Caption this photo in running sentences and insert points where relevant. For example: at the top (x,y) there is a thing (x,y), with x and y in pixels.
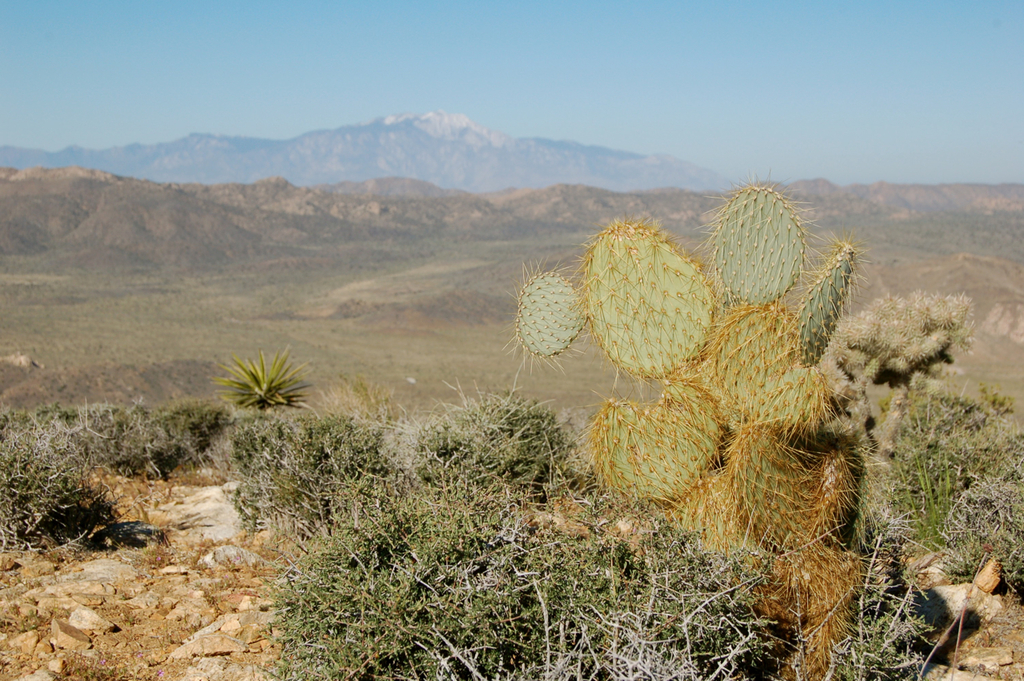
In this picture I can see the open area (369,367) and mountains (514,173). At the top of the mountain (459,120) I can see the snow (476,130). At the top (528,31) I can see the sky (353,34). At the bottom (597,456) I can see some cactus plants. In the bottom left corner (251,604) I can see the stones (113,562).
